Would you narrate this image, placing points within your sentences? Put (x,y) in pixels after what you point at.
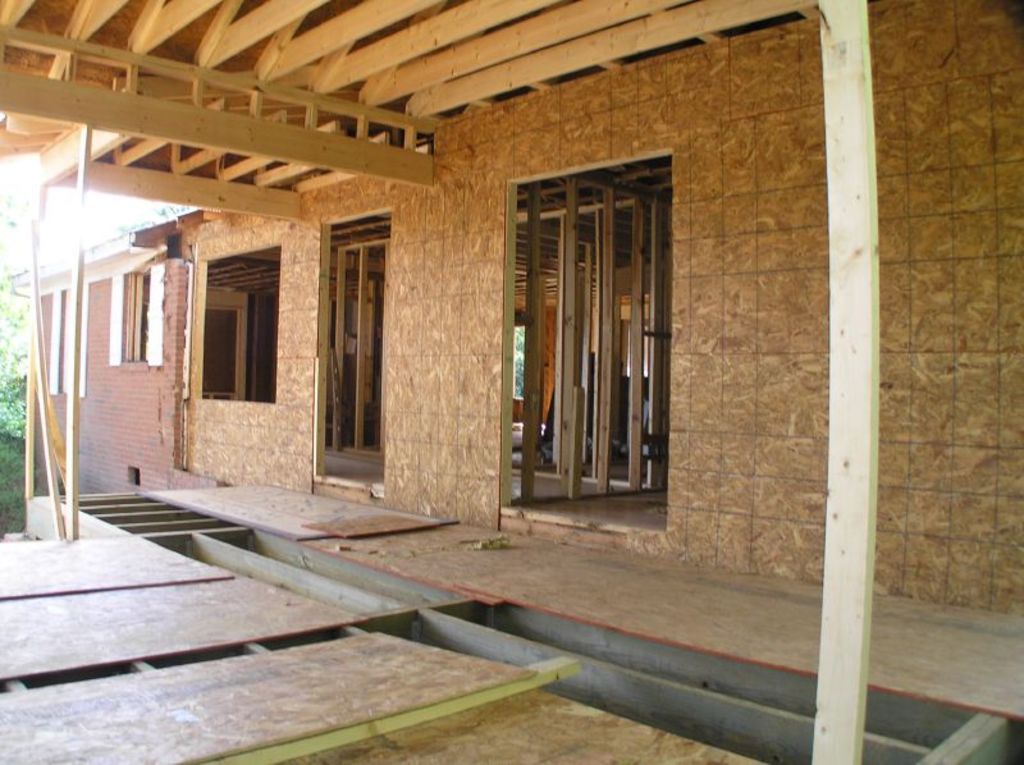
In this picture we can see a house (645,557), walls (108,366), wooden objects (81,309) and in the background (22,331) we can see leaves (15,397).
